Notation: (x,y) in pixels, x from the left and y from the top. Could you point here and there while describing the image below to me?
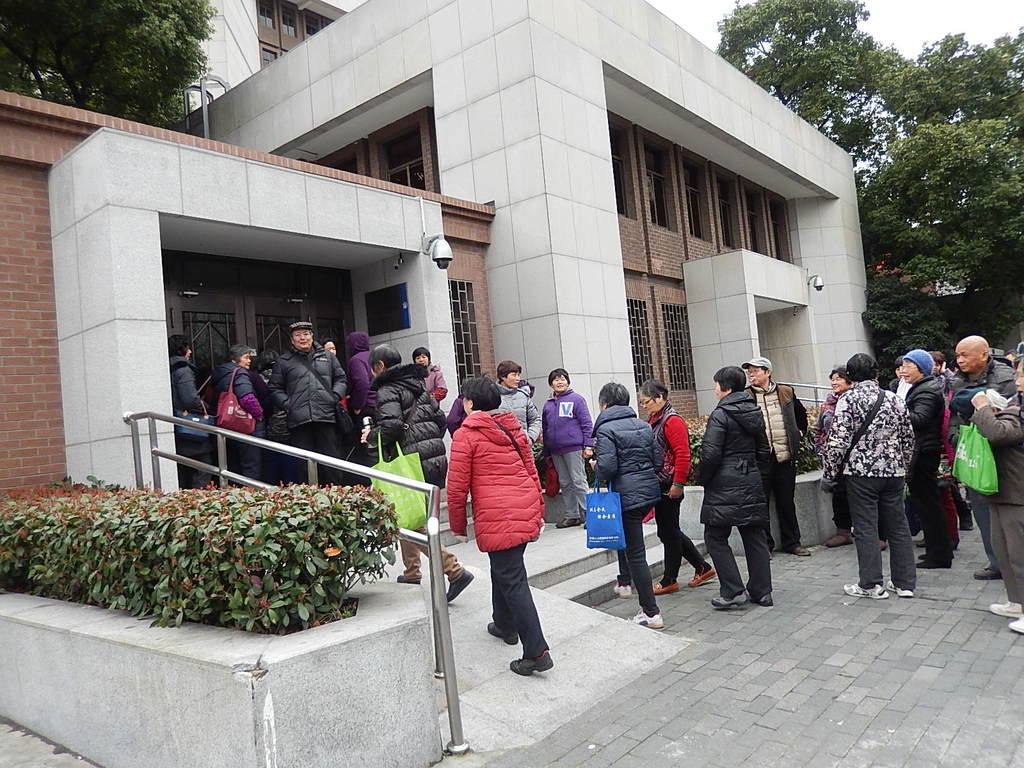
In this image we can see some persons (475,460) who are wearing jackets (630,472) and also carrying bags (553,460) standing on the ground (805,628) and at the background of the image (358,253) there is building (358,253) and some trees (899,305).
